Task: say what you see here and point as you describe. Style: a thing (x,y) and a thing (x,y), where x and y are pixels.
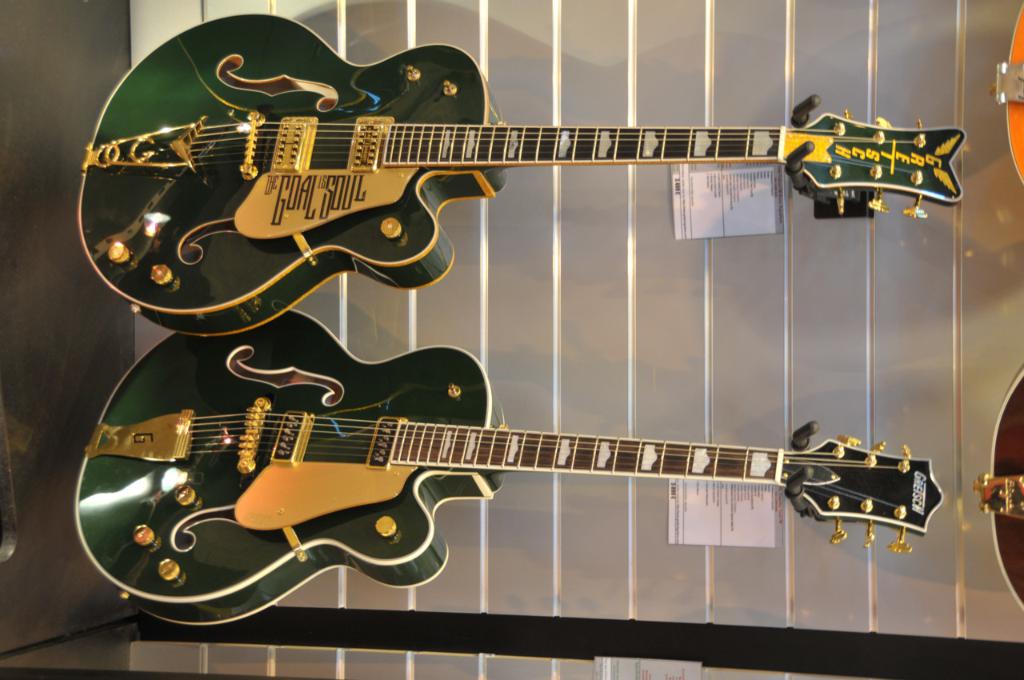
In this image I see 2 guitars (399,63), which are of green and gold in color.
